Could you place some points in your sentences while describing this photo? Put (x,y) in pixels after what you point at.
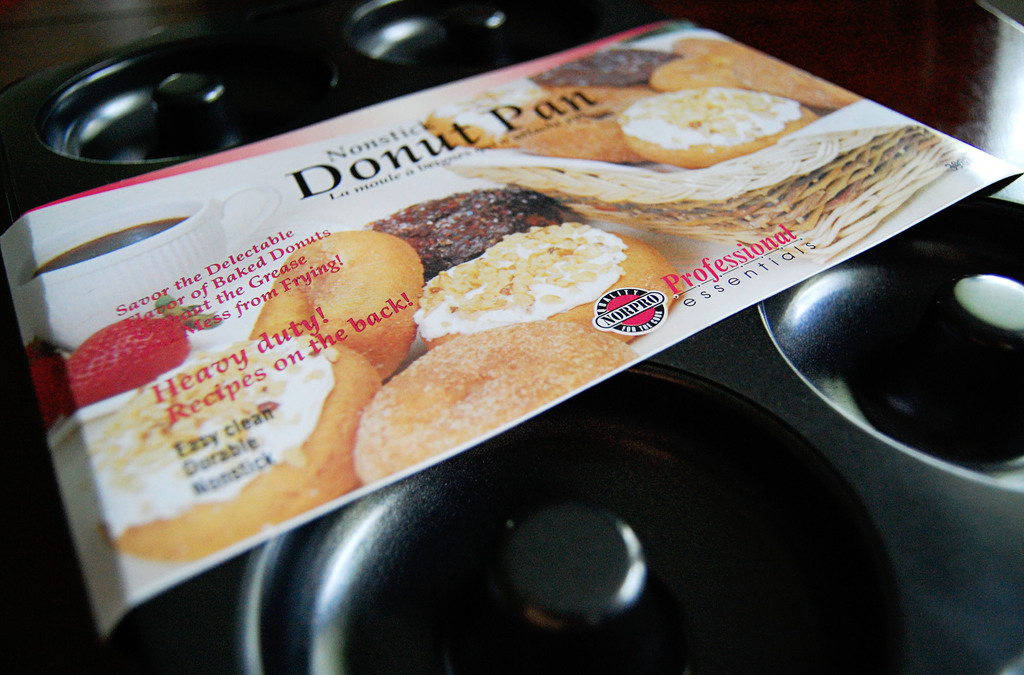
In this image I can see there is a pan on the table (857,58). And there is a label (468,250) with some text (371,318) attached to it.
